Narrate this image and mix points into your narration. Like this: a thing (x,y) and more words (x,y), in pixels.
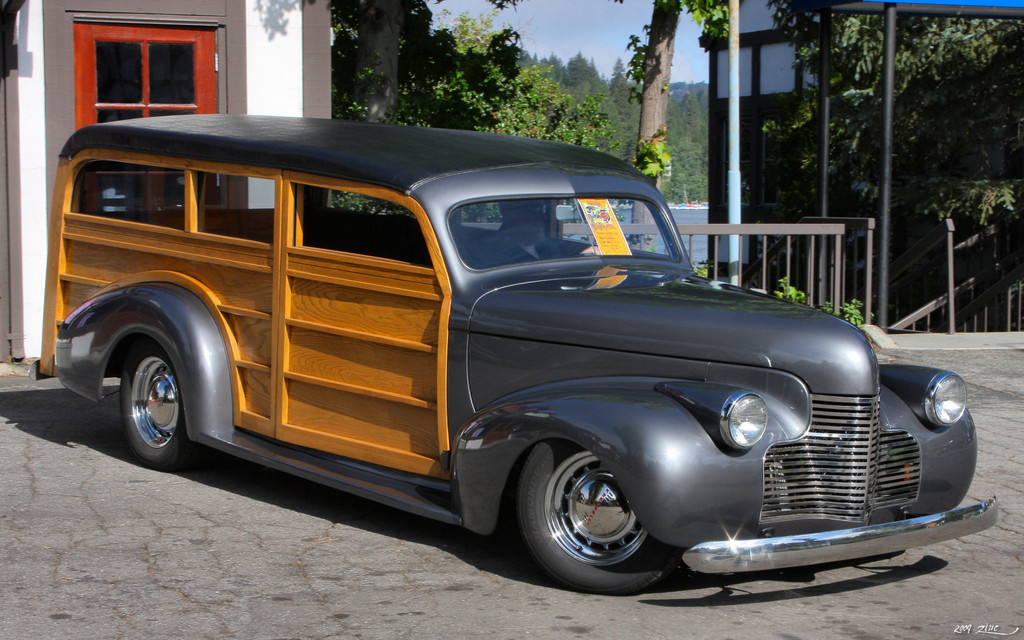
In this image I can see the vehicle (411,425) on the road (383,620). In the background (143,95) I can see the railing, buildings (273,39) and trees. I can also see the water (697,215), few more trees (583,58) and the sky (556,35).
